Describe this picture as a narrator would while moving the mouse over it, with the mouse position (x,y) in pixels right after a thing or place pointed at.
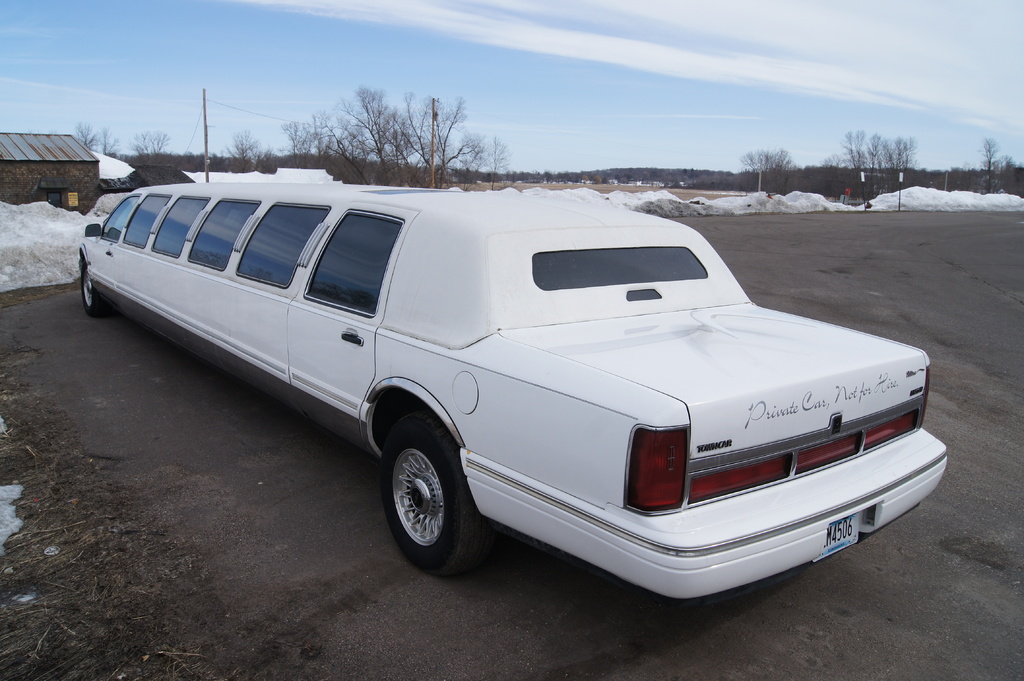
In this image we can see white color limousine car (386,397) which is on road (287,497) and in the background of the image (455,170) there is house (10,144), snow (270,181), there are some trees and clear sky (237,81).
